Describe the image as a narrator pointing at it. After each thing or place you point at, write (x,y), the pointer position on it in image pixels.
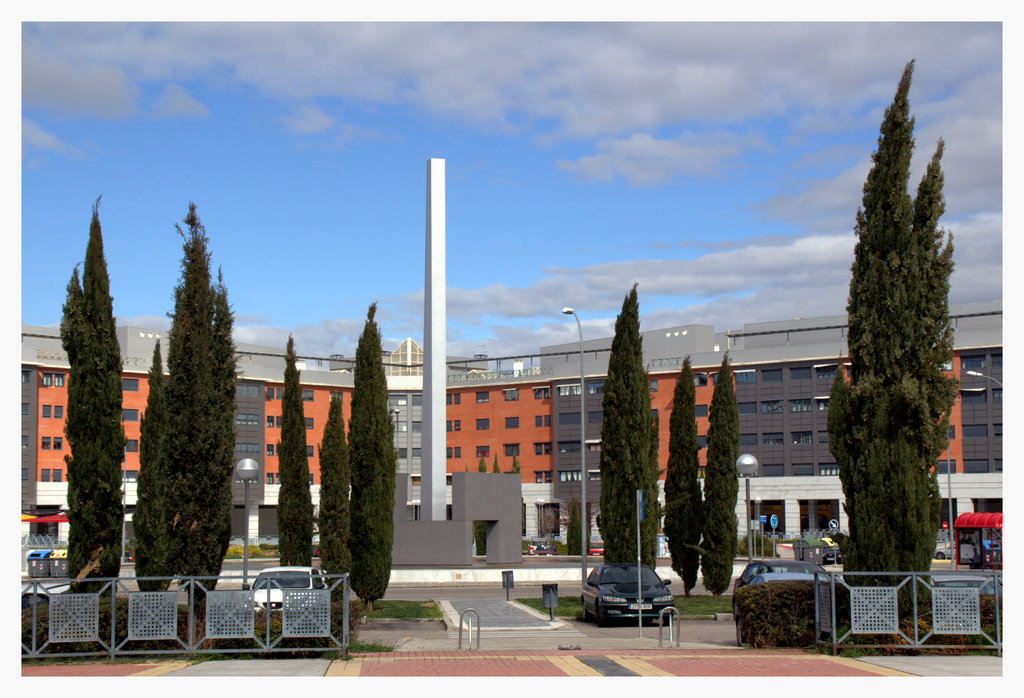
In this picture I can see there is a fence (212,630), there are plants (184,608) behind it, there are cars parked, there are trees (141,585) and there is a pole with a light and the buildings (453,418) have windows (589,418). The sky (454,143) is cloudy.
